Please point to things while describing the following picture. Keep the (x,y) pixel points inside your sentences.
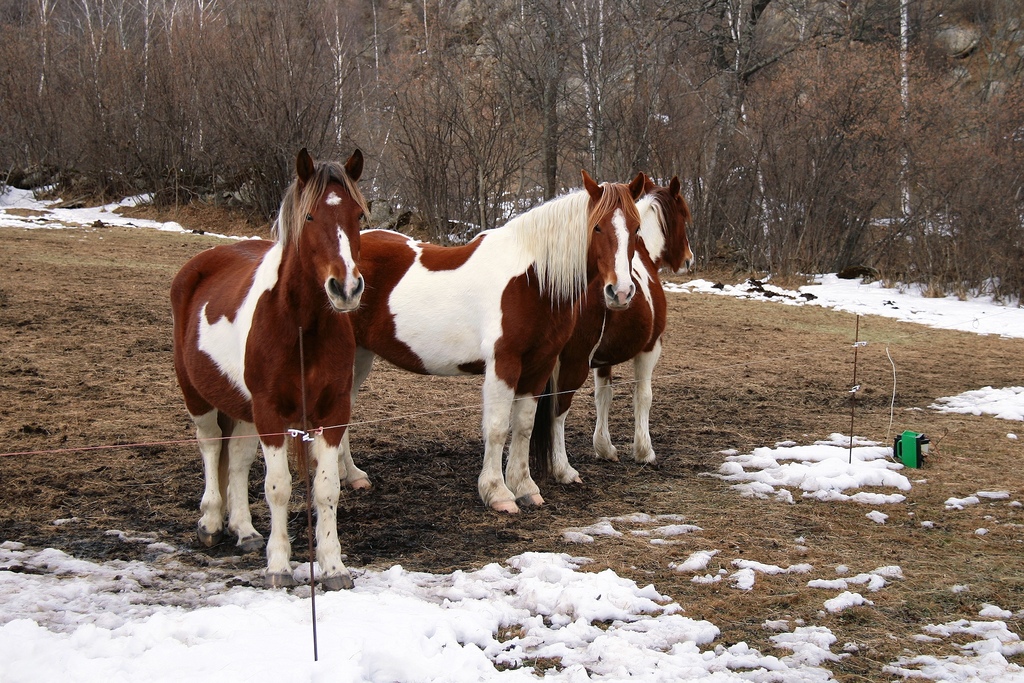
In this picture we can see a few horses (519,436) on the path (99,378). There is a green object (902,452) on the path (546,621). We can see snow (265,607) and some trees (425,194) in the background (504,206).
